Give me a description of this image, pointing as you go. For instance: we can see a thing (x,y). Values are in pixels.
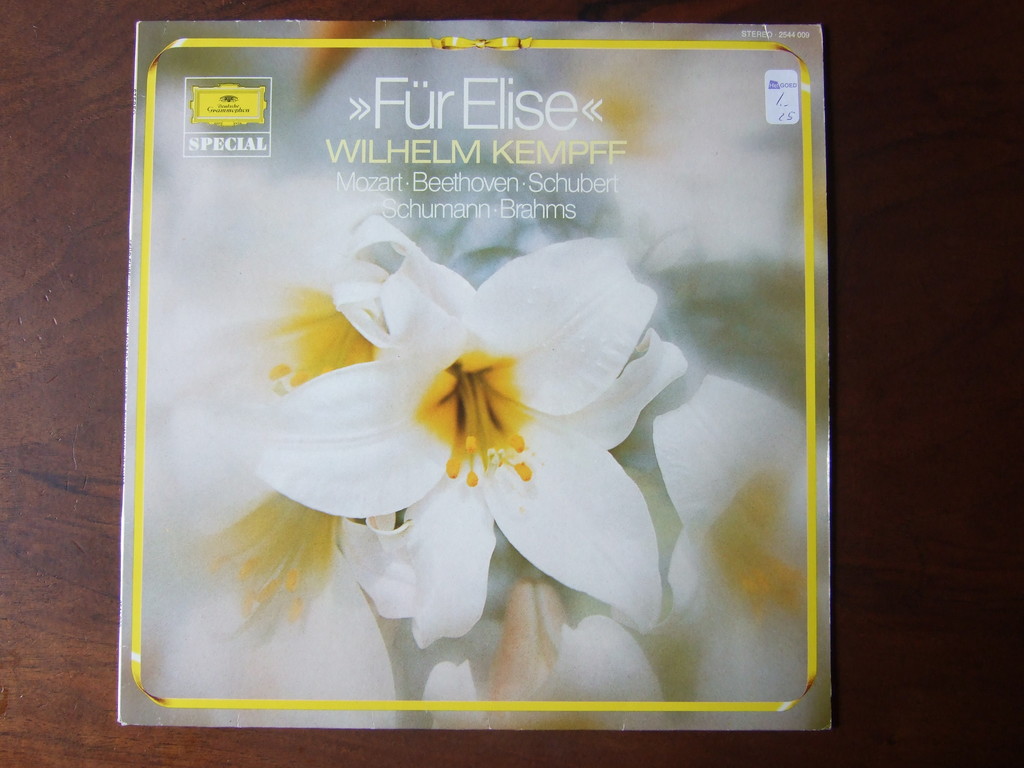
In this image, we can see a card (147,266) on wooden surface (61,583) and contains some flowers (539,459). There is a text (558,100) at the top of the image (563,205).
